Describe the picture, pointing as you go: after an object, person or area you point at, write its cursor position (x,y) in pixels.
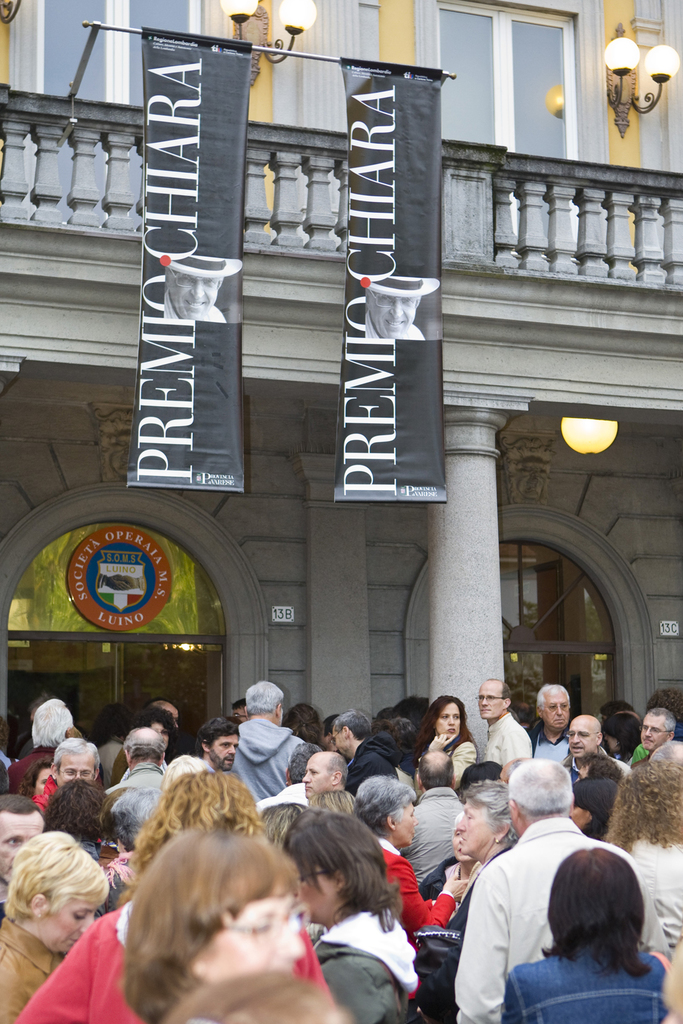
In the picture we can see many people (568,1021) are standing, and behind them, we can see a building (540,574) with pillar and glass doors (151,622) and on the top of the building (80,207) we can see a two hoardings (215,110) to the pole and behind it, we can see the wall (337,104) with two glass windows (524,87) and besides to the walls (665,133) we can see the lamps (621,83).
